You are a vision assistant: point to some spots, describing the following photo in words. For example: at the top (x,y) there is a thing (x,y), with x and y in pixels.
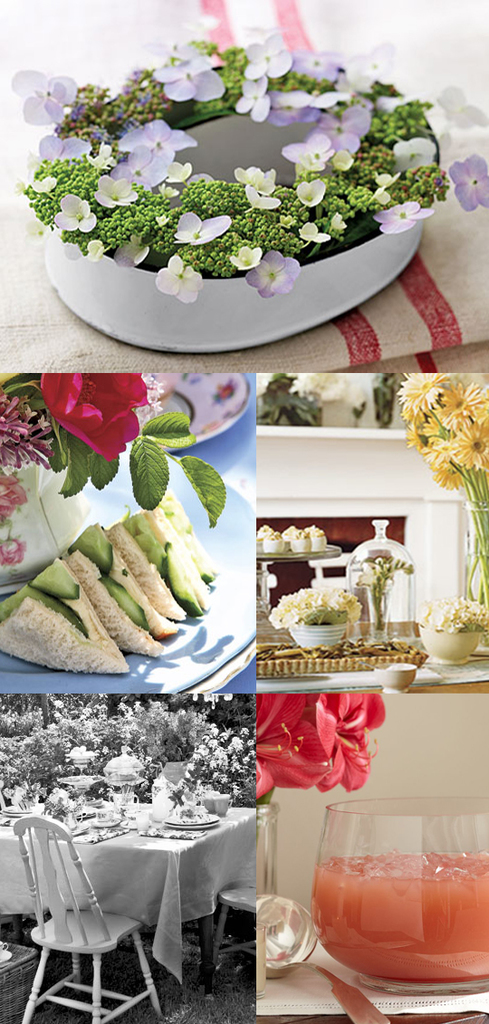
As we can see in the image there is a flower (157,202), food items (129,544), chair (22,843), table (137,853) and glass (380,886).
